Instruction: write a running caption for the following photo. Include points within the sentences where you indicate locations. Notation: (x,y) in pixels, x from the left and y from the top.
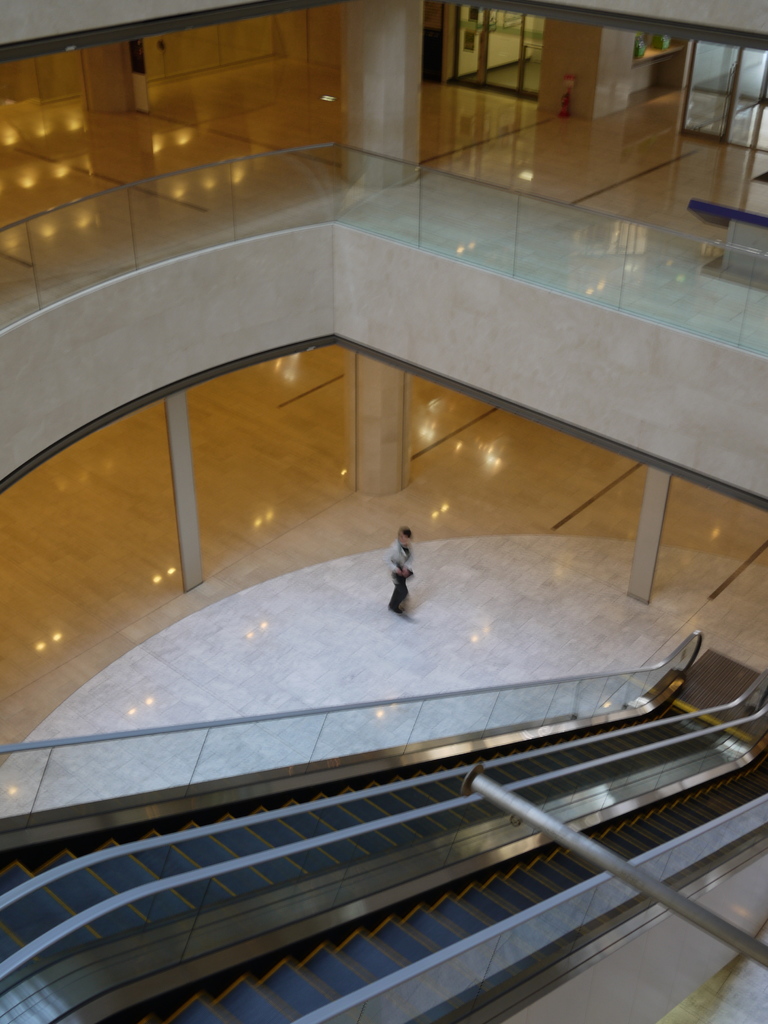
In this image I can see the inner part of the building (210,940). I can also see few stairs (439,936) and a person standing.
